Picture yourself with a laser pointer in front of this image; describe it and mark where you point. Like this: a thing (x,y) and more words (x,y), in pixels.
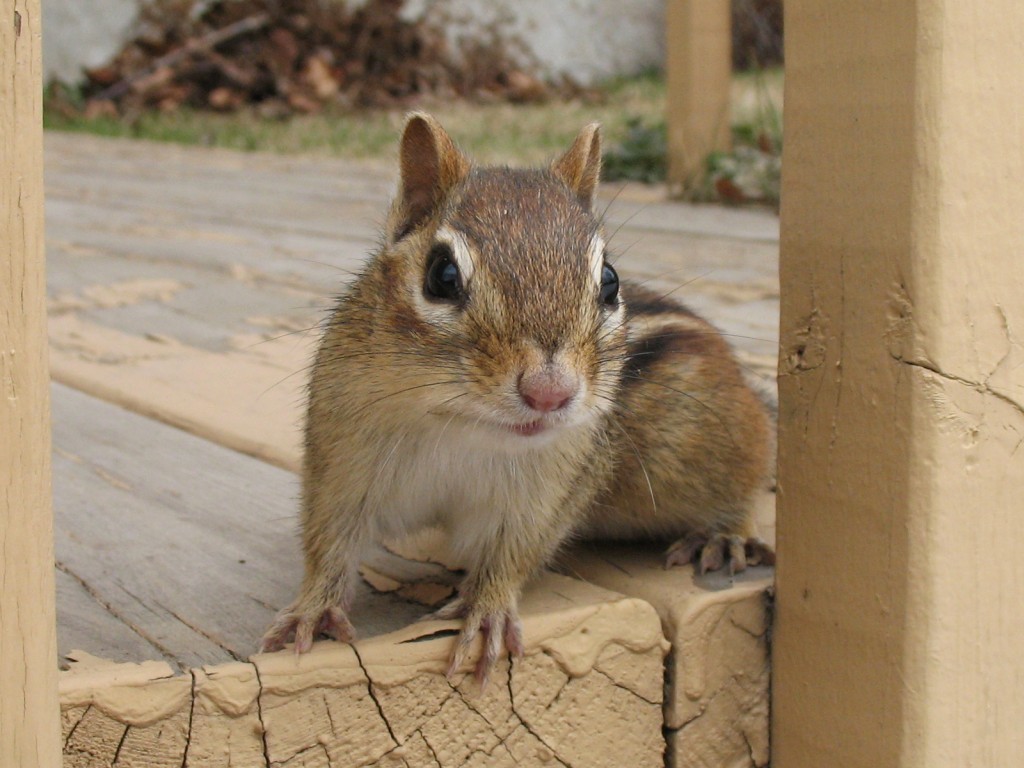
This image consists of a squirrel (407,454) sitting on the floor (117,555). The floor (110,506) is made up of wood (158,544). In the background (228,84), there are plants (757,132). To the left (23,60), there is a pillar (29,513).
